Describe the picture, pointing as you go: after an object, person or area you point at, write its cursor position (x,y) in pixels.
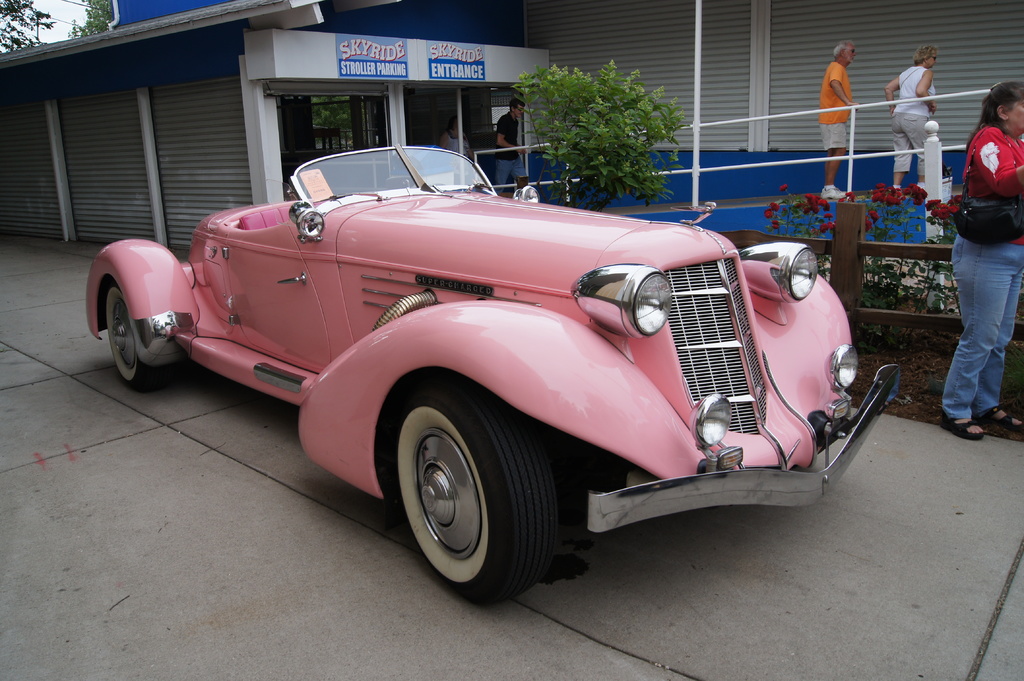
In this picture I can observe pink color car (413,313) in the middle of the picture (391,316). On the right side (833,86) I can observe three members (914,110) and a railing (813,112). There are some plants (636,150) on the right side (785,208). In the background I can observe shutters (742,61).
